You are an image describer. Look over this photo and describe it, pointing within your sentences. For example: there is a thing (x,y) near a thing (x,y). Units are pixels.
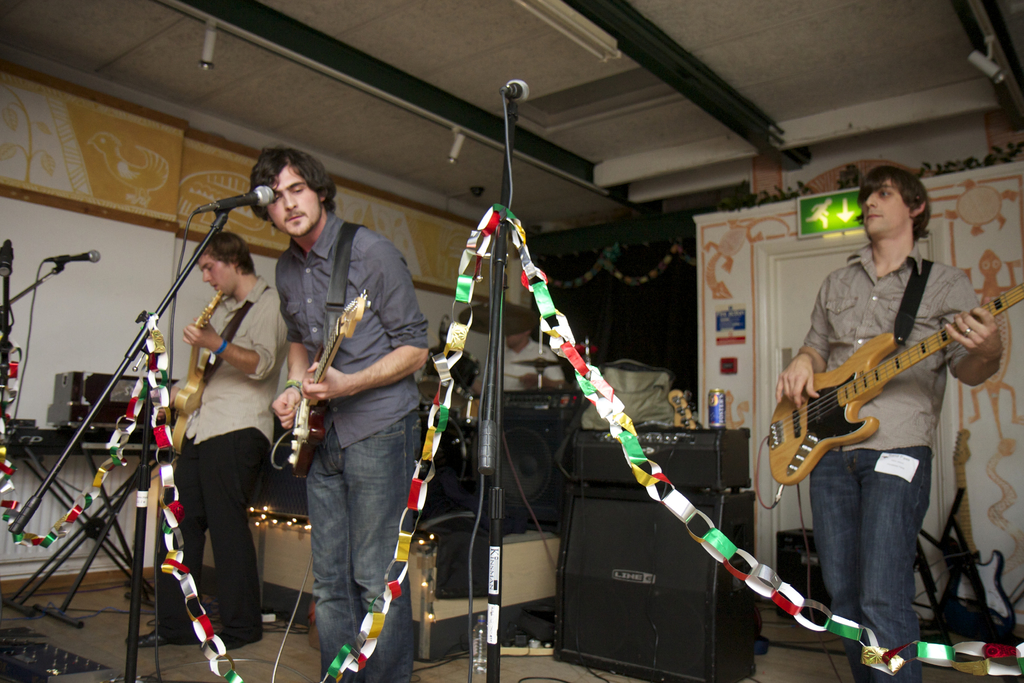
In this image I can see three men (341,383) are playing guitar (851,404) in front of a microphone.
